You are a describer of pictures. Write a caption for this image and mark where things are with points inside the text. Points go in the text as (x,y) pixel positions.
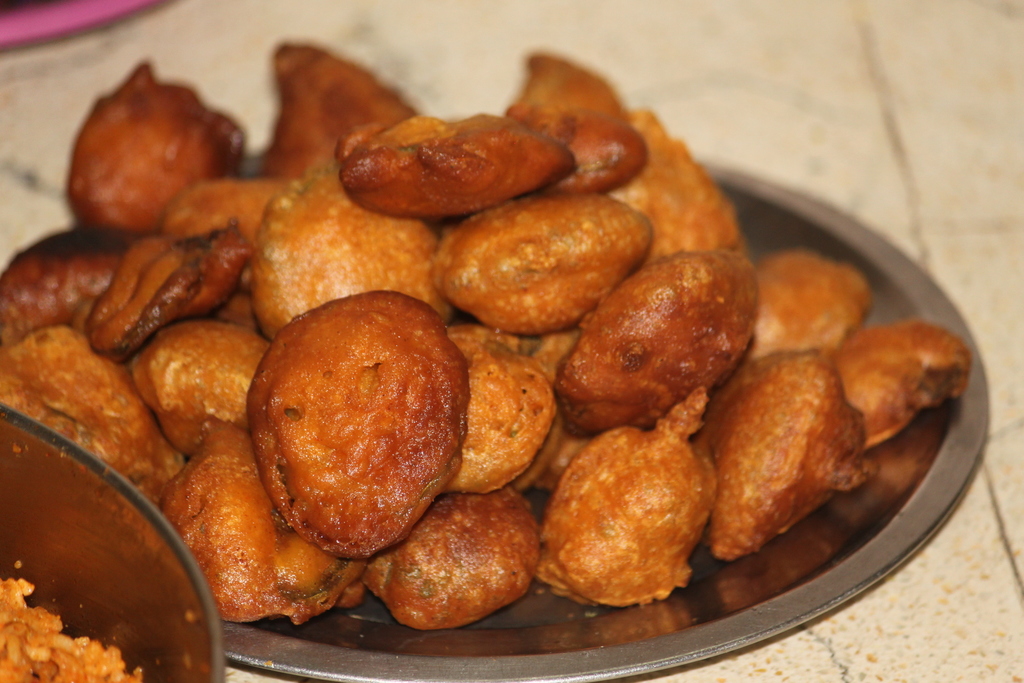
In this picture we can see food (655,324) in the plate (807,515).
